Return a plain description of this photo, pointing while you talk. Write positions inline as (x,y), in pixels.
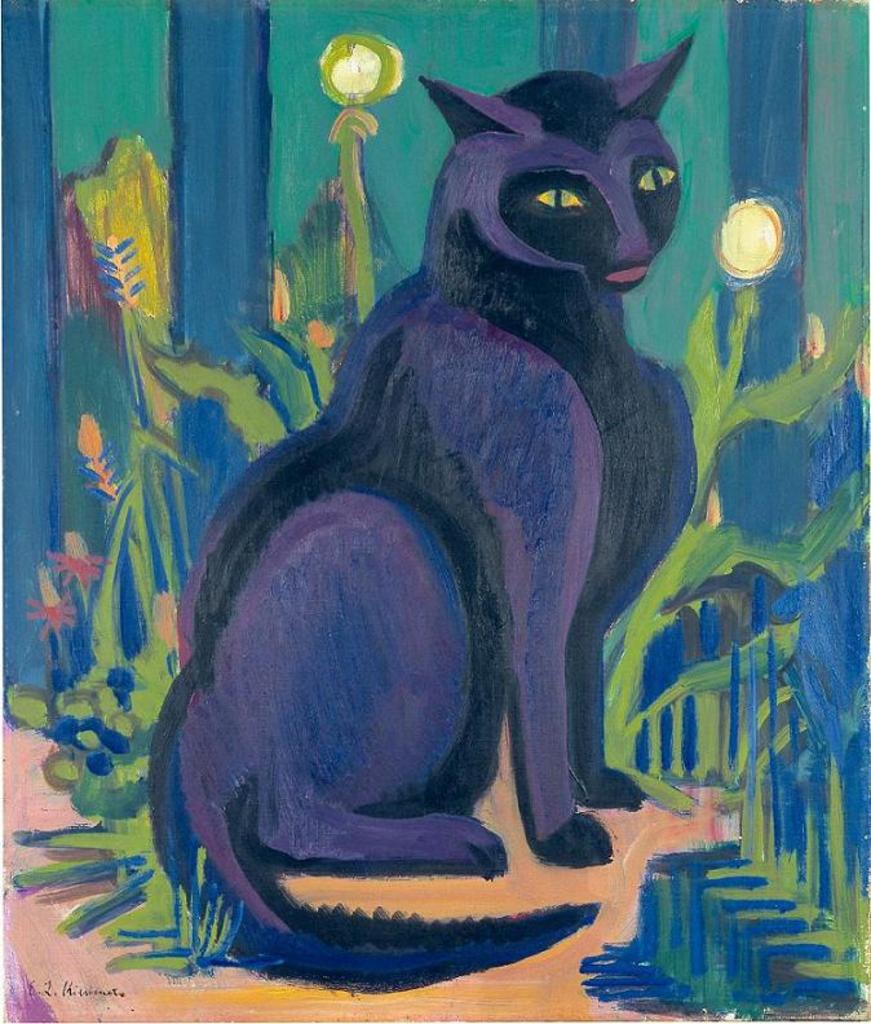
In the foreground of the picture (354,715), there is a sketch (462,518) of a cat (407,614) and it seems like sketch (148,594) of plants (110,556) and flowers (82,573) in the background (733,621).
